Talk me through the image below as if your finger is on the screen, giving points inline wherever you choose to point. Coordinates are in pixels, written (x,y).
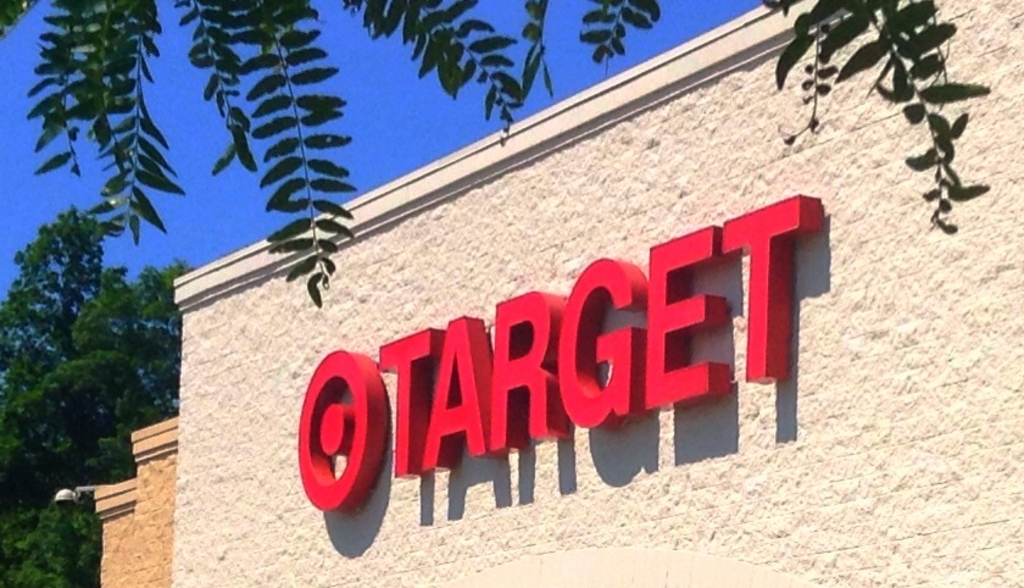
In this image I can see a wall (704,215) with some text (606,398) written on it. In the background (114,434), I can see the trees (108,290) and the sky (214,206).
